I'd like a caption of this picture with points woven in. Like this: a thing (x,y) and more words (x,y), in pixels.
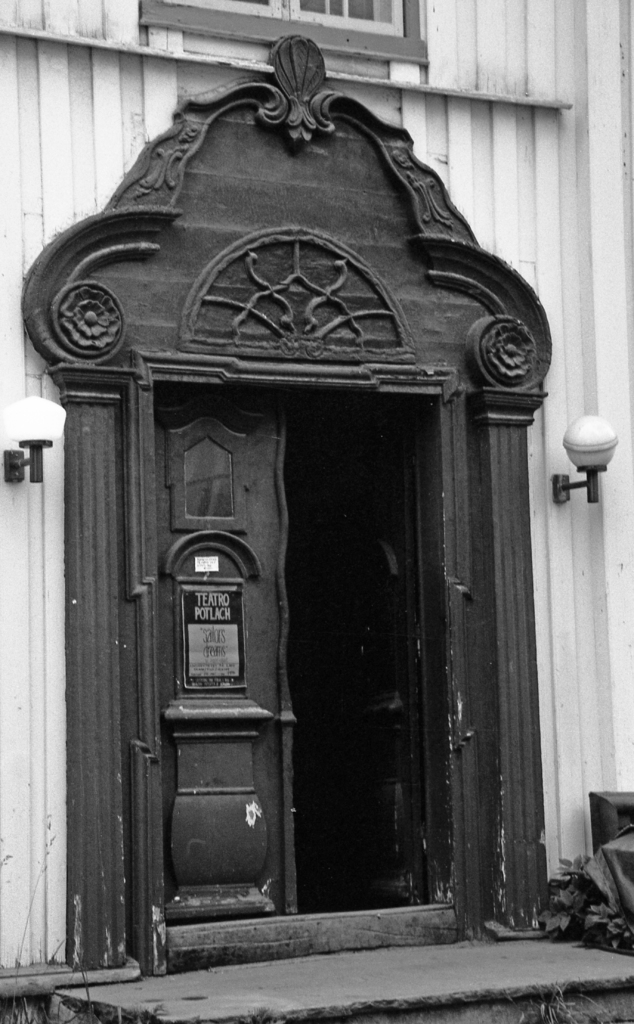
It is a black and white image. In this image we can see a building (441,135) with the window (370,26), doors (234,649) and also the lights (591,438). We can also see the plant (578,937) and also the path (542,968).
